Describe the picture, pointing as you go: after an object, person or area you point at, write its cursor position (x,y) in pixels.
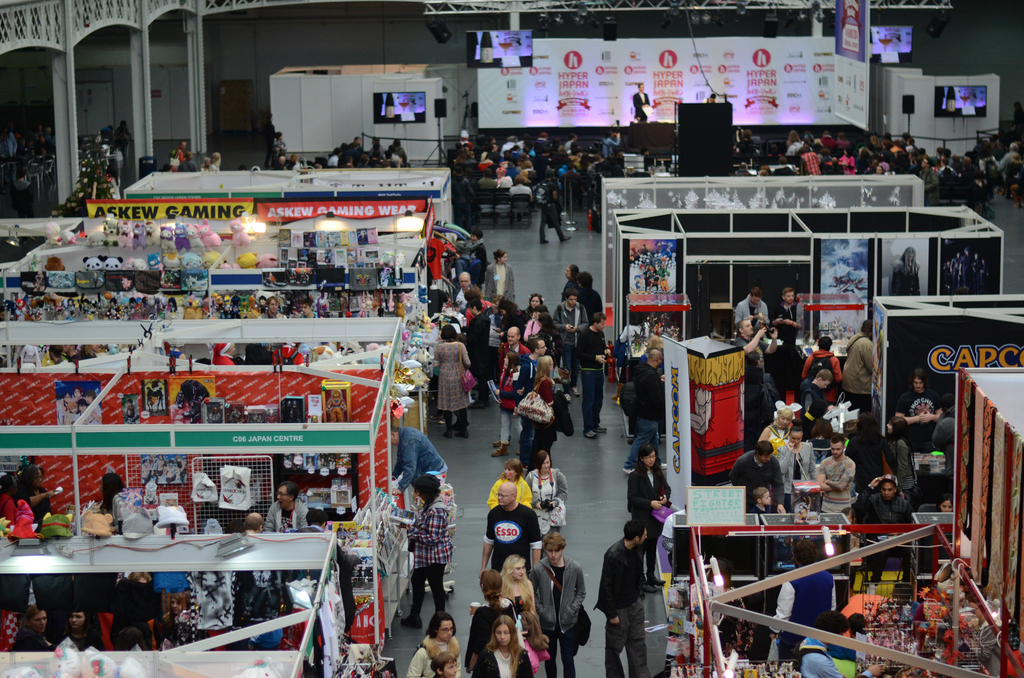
This image consists of so many stalls (46,555). There are so many people (417,553) in this image. There is stage (607,96) at the top (652,115). There are screens (419,108) at the top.
